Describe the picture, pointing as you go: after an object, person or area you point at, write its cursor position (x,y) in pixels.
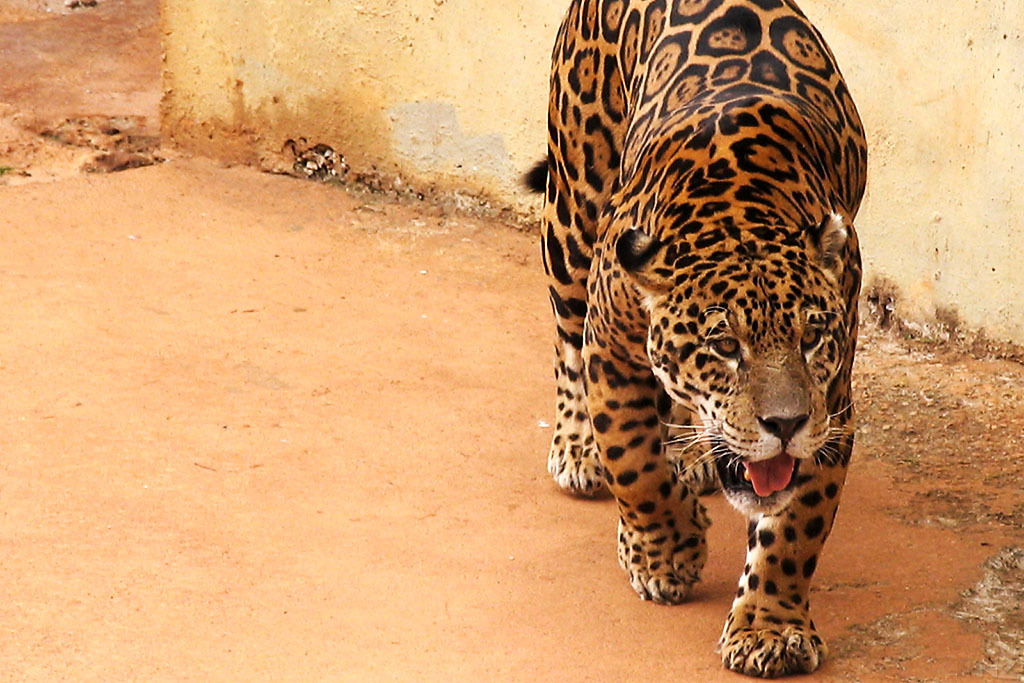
In this image there is a jaguar (771,319) and at the background (445,88) there is a wall (907,141).
